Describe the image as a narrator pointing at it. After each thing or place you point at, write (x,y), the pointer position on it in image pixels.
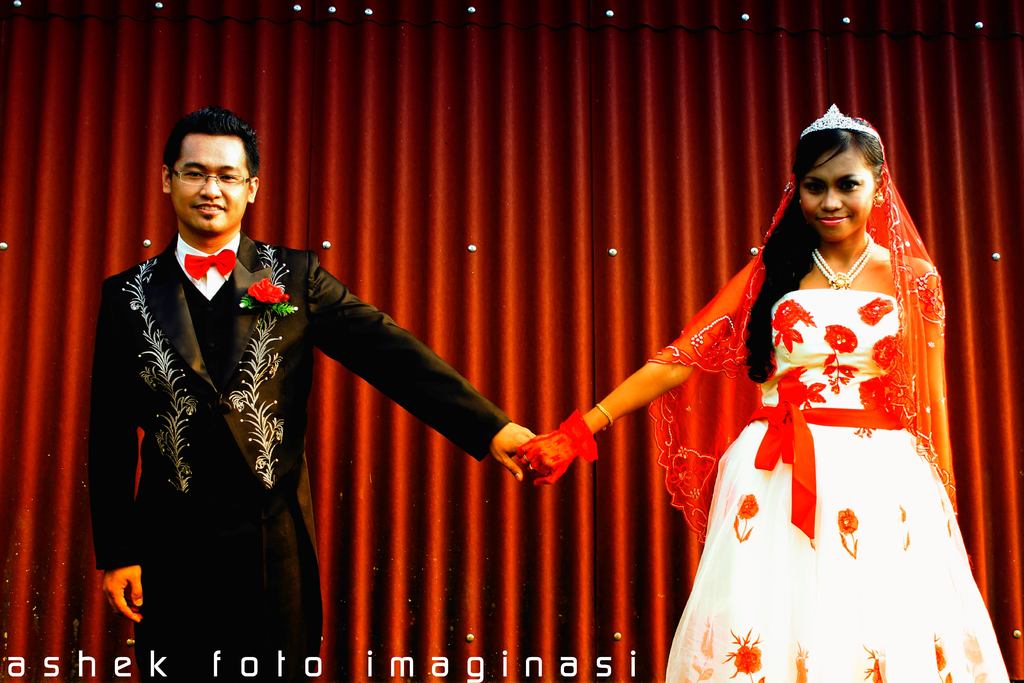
In this image there is a man (164,436) and a lady (785,573) standing holding hands (571,437), in the background (355,62) there is a red metal wall (977,501), on the bottom left (21,663) there is text (440,672).
